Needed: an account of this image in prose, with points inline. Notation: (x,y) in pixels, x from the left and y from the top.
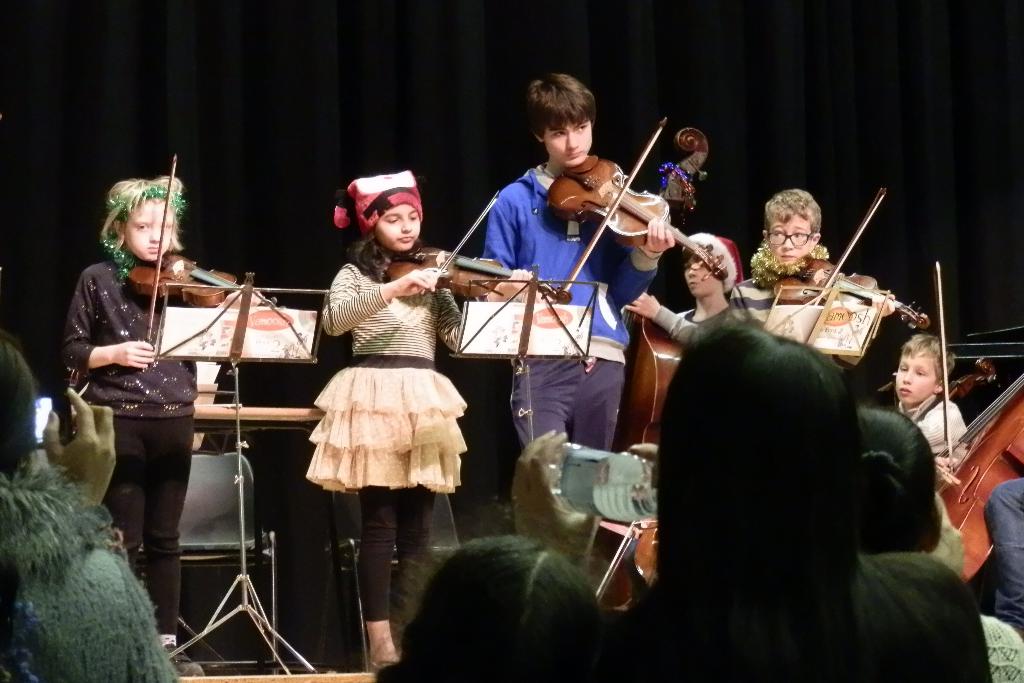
There are few people (524,247) on the stage (273,386) and performing by playing musical instruments (156,295).
